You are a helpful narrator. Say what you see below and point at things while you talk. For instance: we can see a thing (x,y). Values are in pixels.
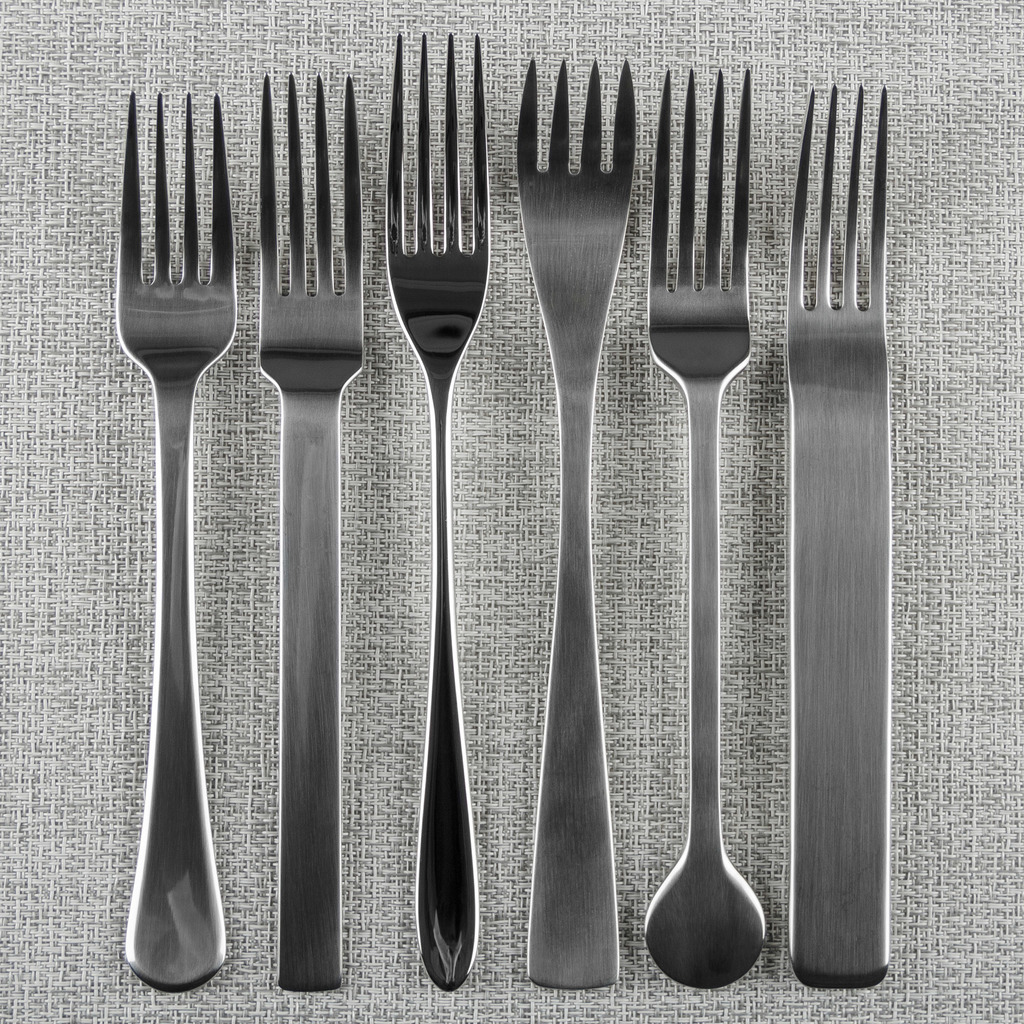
In this image we can see different kinds of forks (193,773) kept on the surface (51,361).
